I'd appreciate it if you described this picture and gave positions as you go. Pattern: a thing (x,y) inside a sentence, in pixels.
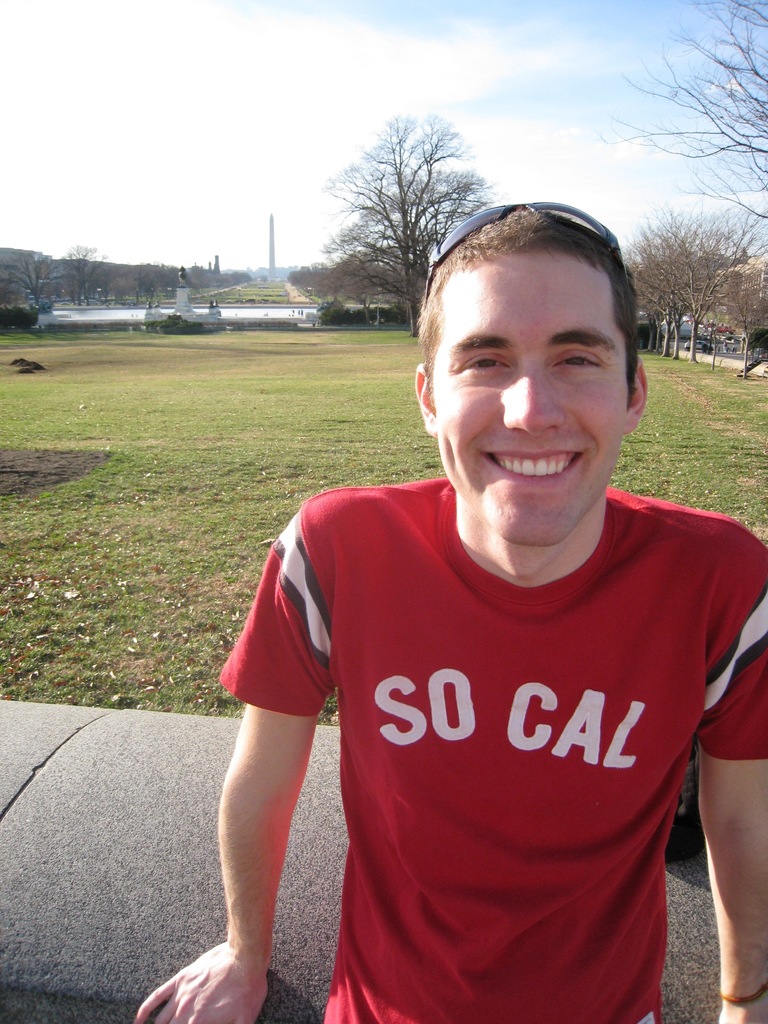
In this image we can see a man (655,742) wearing the red color t shirt (453,556) and also the glasses (574,218) and smiling. In the background (8,555) we can see the grass (123,628), trees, tower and also the sky (464,104) with the clouds (606,135).
